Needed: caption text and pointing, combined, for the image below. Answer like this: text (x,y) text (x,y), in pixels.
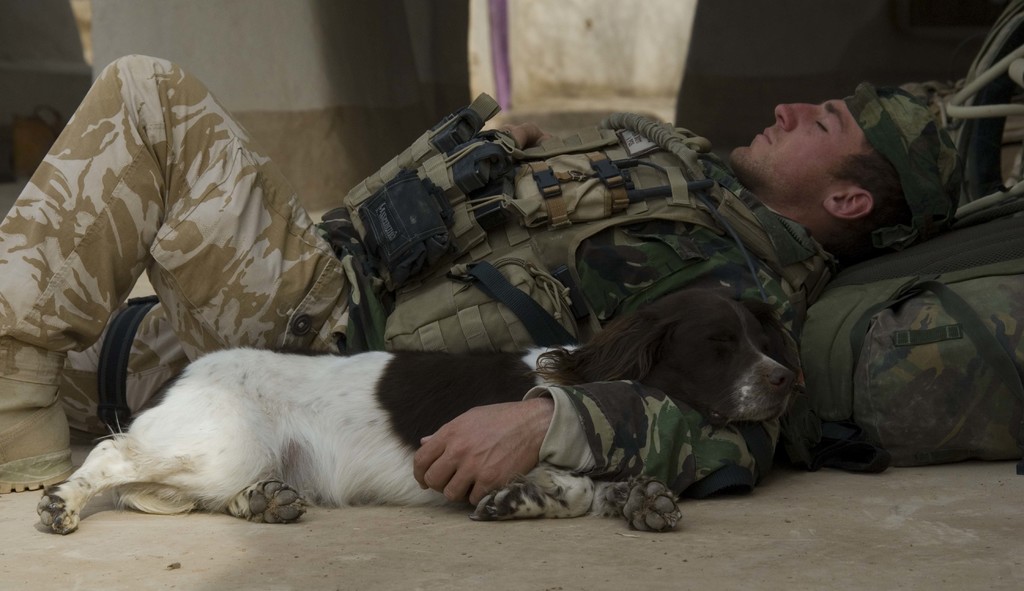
In this image, in the middle (677,262), we can see a man (797,289) lying on the land (568,562) and he is holding a animal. On the right side (891,315), we can see a backpack (881,276). In the background (399,127), we can see a wall (332,84).
